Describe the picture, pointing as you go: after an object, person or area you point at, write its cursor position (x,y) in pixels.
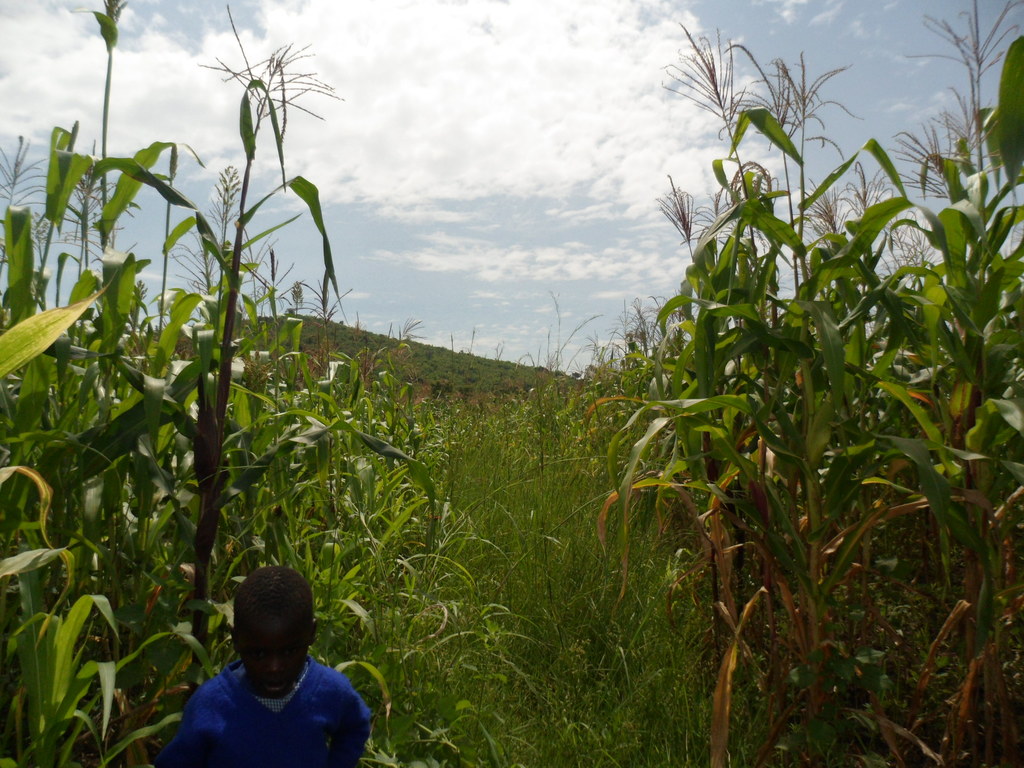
In this image I can see the person (302,710) and the person (269,708) is wearing blue color dress (282,733), background (819,523) I can see few plants (821,538) in green color and the sky (634,145) is in white and blue color.
